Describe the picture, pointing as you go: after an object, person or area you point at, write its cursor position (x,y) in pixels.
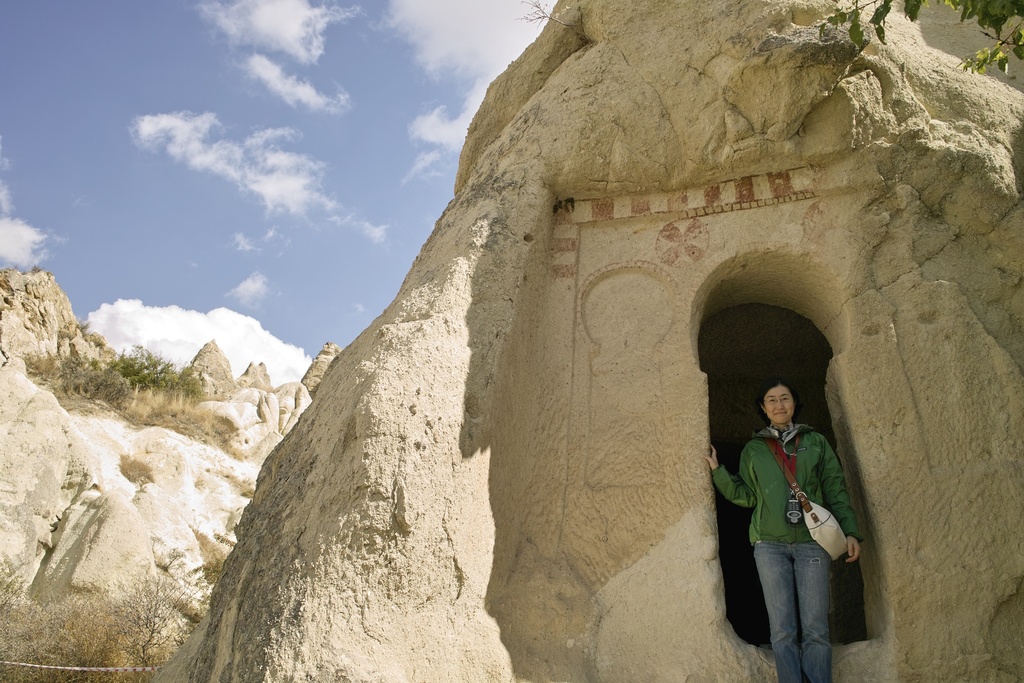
In this picture I can see a woman (776,513) standing on the right side (764,503), it looks like a cave (815,306). In the background (273,402) I can see the trees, stones (231,447). At the top (257,207) there is the sky (238,258).
